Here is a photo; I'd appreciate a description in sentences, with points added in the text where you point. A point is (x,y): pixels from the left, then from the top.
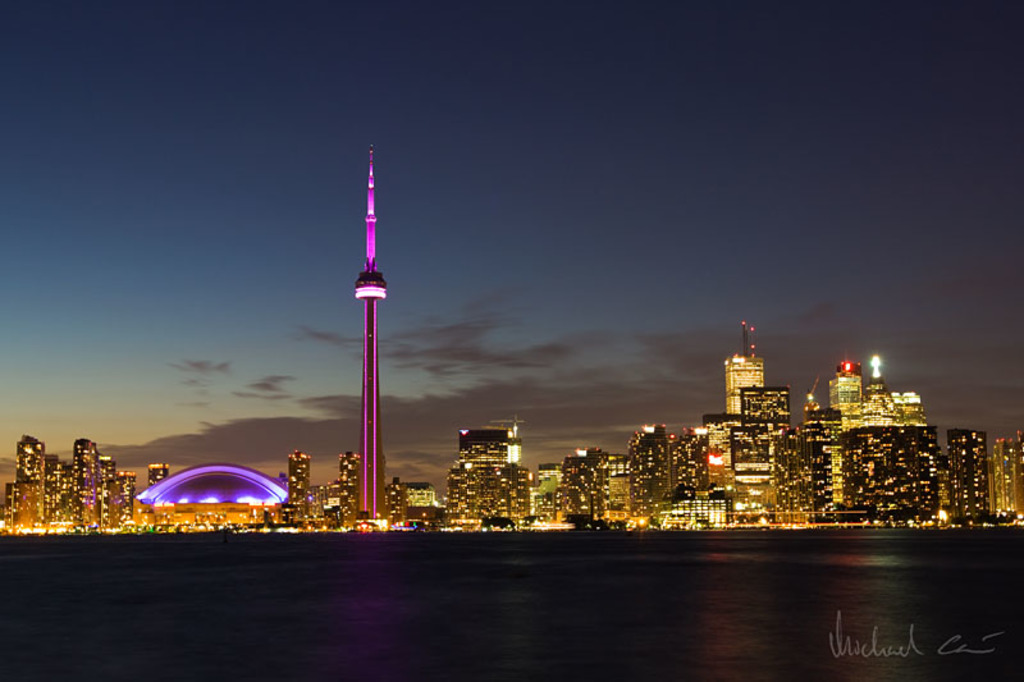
In this image I can see number of buildings (674,458), lights (635,451), clouds (280,437) and the sky (411,278). I can also see watermark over here.
